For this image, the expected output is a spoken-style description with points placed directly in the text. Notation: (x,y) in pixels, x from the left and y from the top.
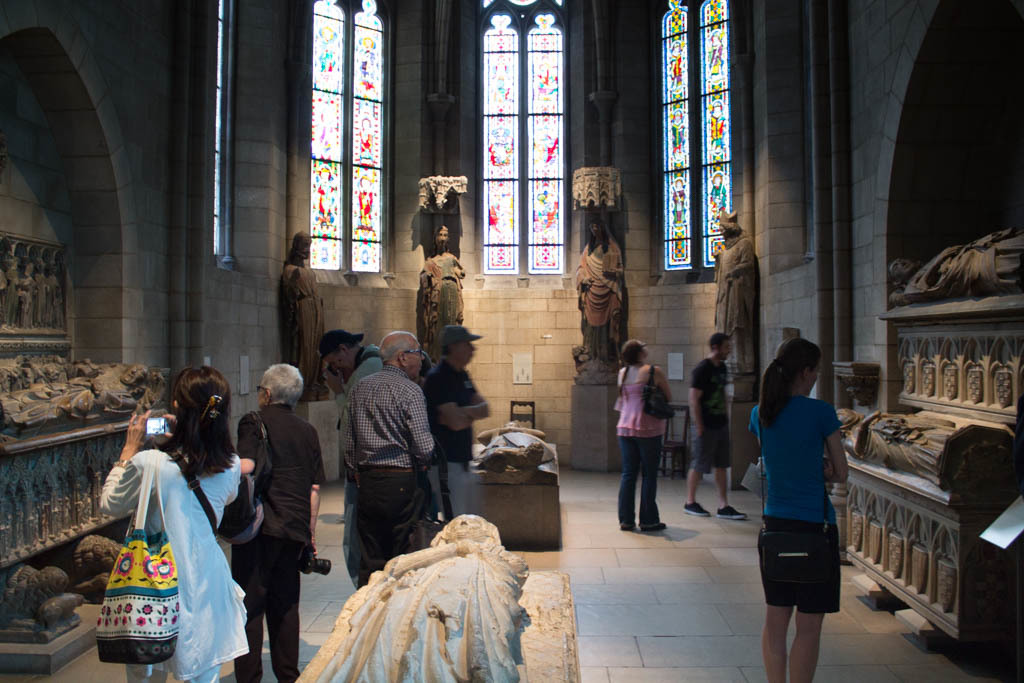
In this picture I can see group of people (206,600) standing, there are tombs (382,645), there are sculptures (320,344), and in the background (542,155) there are windows (554,151).
